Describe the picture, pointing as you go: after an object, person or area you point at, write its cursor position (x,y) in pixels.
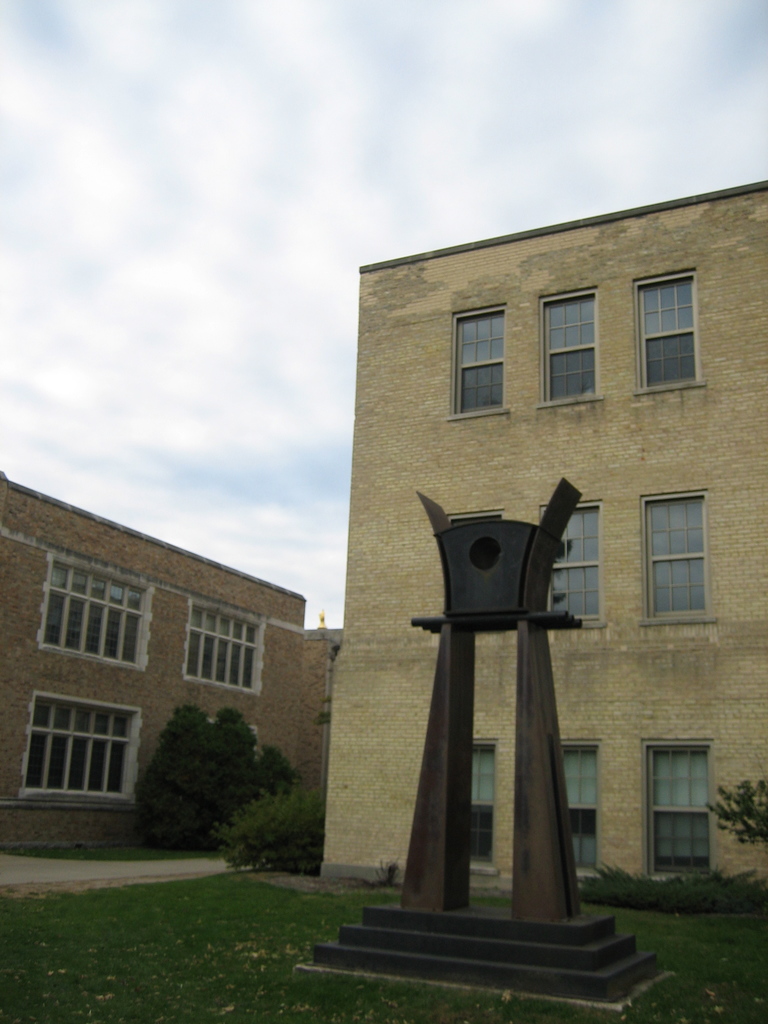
In this image we can see a sculpture (539,708) and there are buildings (284,716). We can see trees (262,771). At the bottom (301,945) there is grass (125,965). In the background (355,244) there is sky (269,232).
